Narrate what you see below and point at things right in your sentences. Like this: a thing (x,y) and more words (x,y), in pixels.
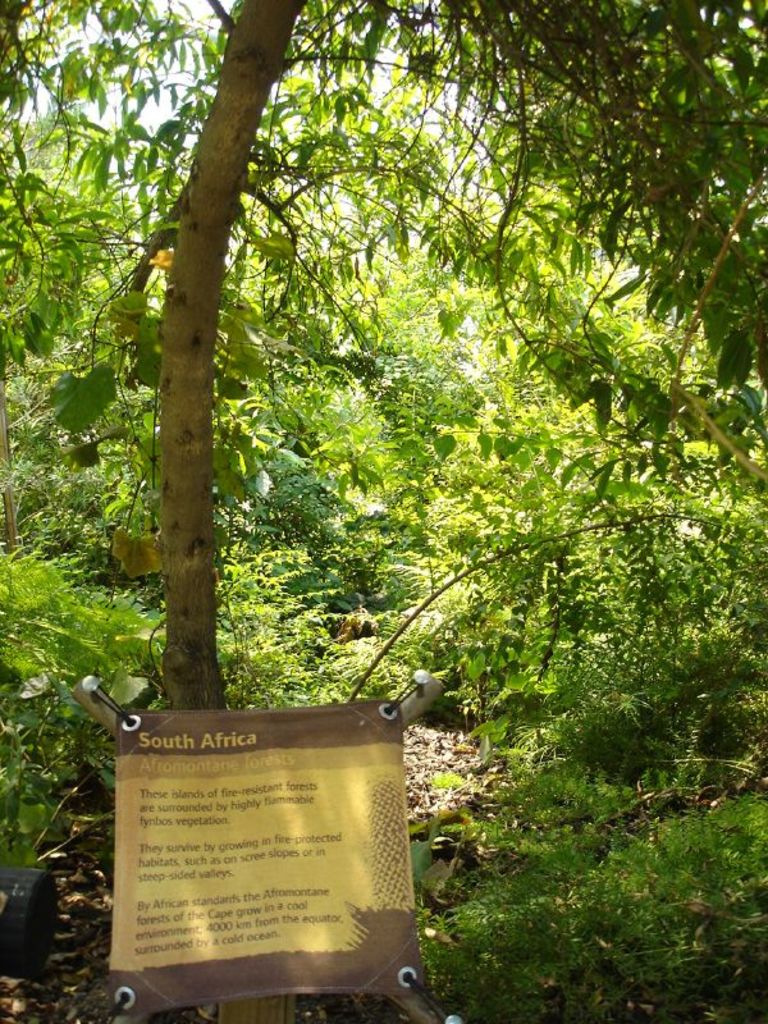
In this image there is a banner (204,842) at the bottom (222,854) which is fixed to the tree (184,580). In the background (459,493) there are so many plants (475,432) and trees (441,454). On the banner (233,885) there is some script (241,848).
